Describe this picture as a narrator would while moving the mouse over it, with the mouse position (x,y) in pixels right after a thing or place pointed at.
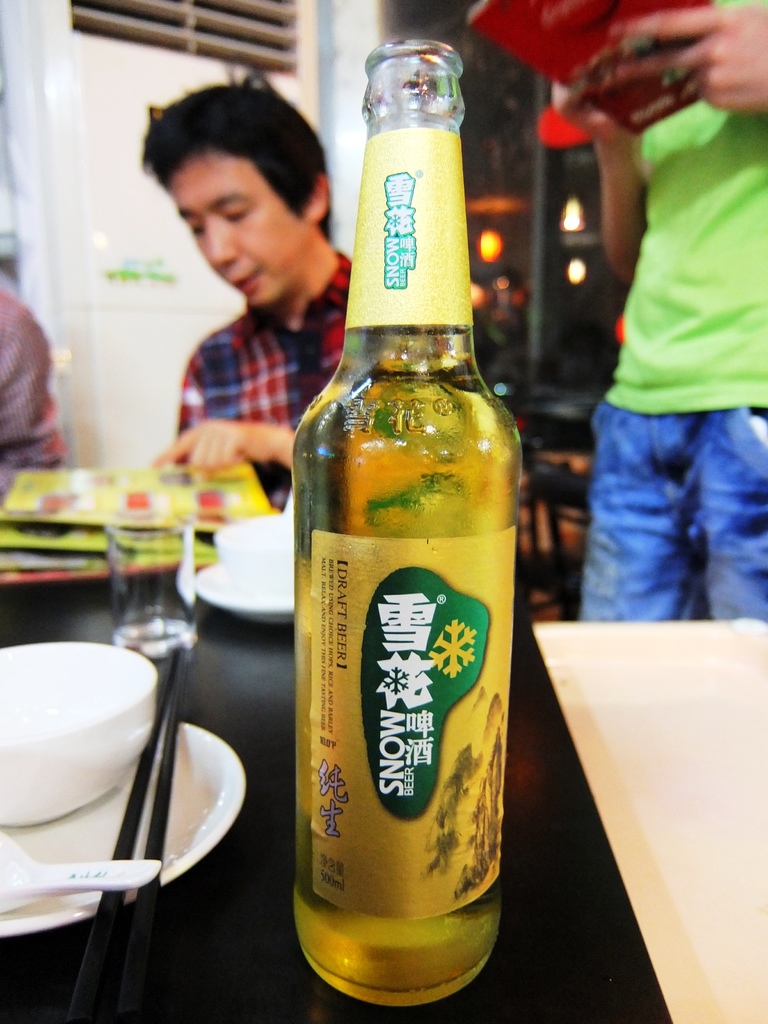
In this image in the center (369,373) there is one bottle (381,533) and that bottle (396,504) is filled with drink (359,463). On the background (231,257) there is one person (253,376) who is sitting and on the right side (654,347) there is one person (688,289) who is standing and on the left side (76,760) there are some cups (68,782), spoons (31,868), plates (189,771), and chopsticks (162,758) are there and one glass (167,595) is there.
